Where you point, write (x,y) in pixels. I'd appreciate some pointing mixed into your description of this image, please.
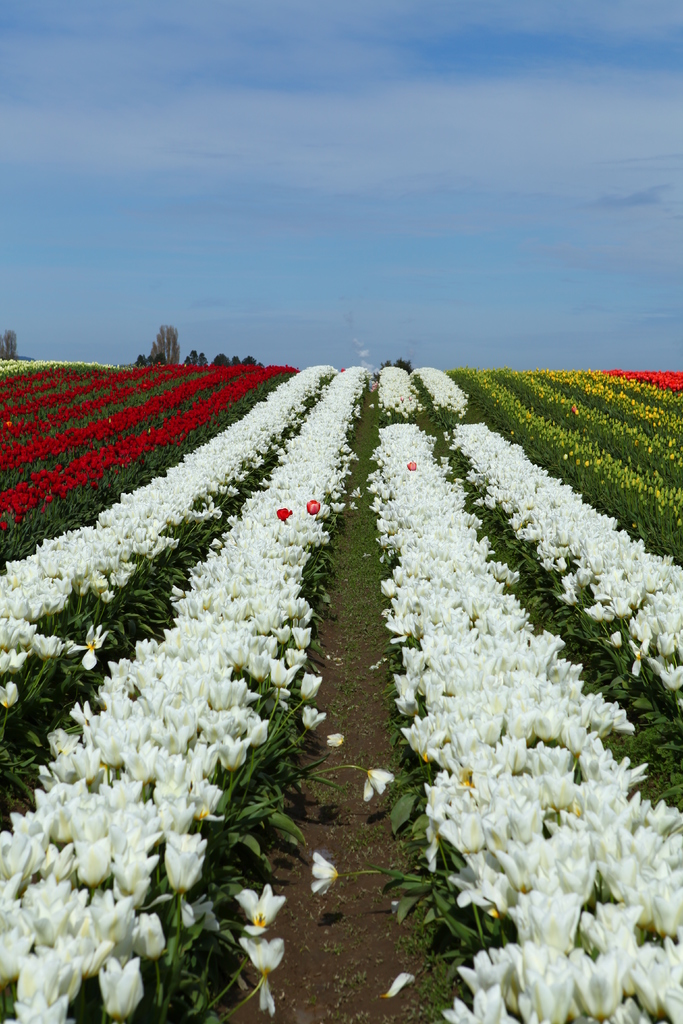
In this image we can see different color flowers (410,507) on the plants (502,455). In the background (315,202) there is sky (323,296).
